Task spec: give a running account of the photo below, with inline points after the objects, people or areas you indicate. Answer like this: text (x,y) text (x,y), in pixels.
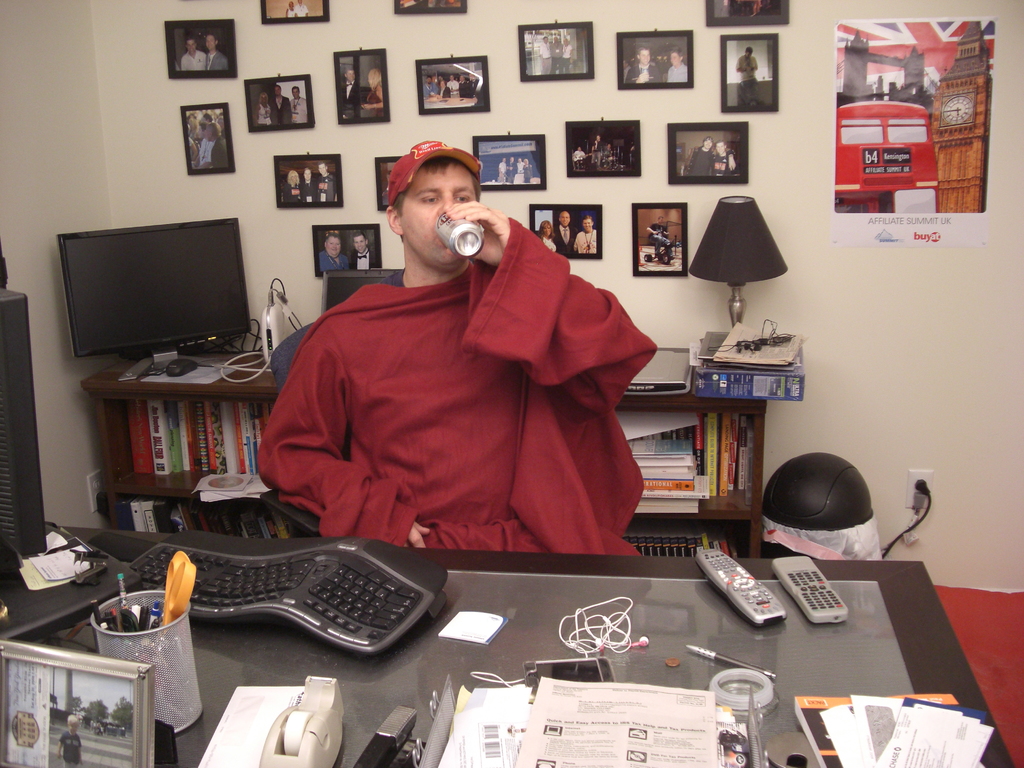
In this image we can see a man (398,494) sitting on the chair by holding a beverage tin (457,231) near to his mouth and a table (764,638) is placed in front of him. On the table (233,632) we can see stationery (657,711), desktop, remotes (776,616), earphones (578,641) and a photo frame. In the background (359,81) there are photo frames (346,90) attached to the wall (516,68), paper (873,76) pasted on the wall (806,240), books (183,446) arranged in the rows (639,451), stationery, cables (230,359), desktop (174,340), switch board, bin (797,500) and a bed lamp (729,226) on the table (703,399).
